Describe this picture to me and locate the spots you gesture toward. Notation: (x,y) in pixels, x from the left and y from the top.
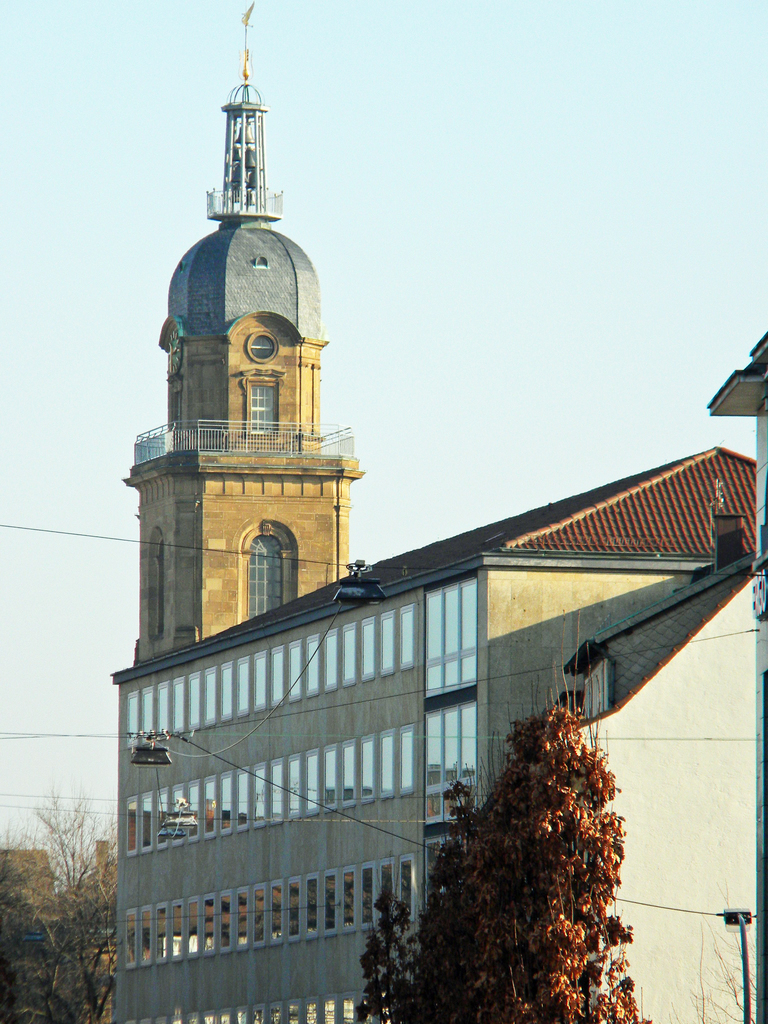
In the background (503,50) we can see the sky (503,50). In this picture we can see a building (308,774), windows (328,747), trees (40,916) and transmission wires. In the bottom right corner (744,969) it seems like a light (742,917). At the top of a building (245,228) we can see the bells (244,163).
